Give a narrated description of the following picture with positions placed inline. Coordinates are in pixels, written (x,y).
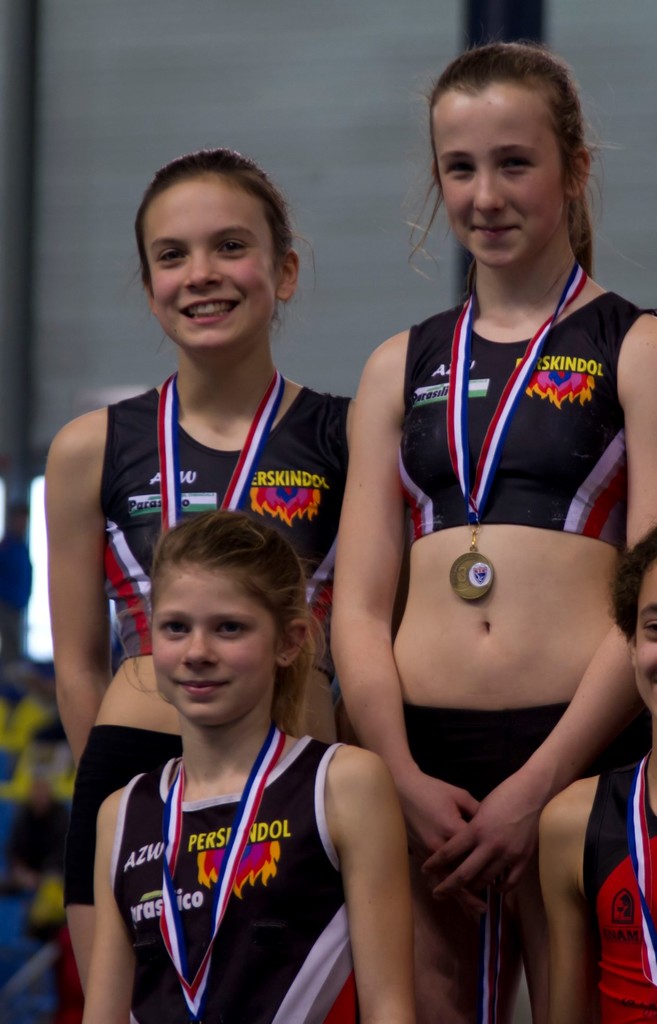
In this image i can see a people (640,588) wearing medals (475,539).
